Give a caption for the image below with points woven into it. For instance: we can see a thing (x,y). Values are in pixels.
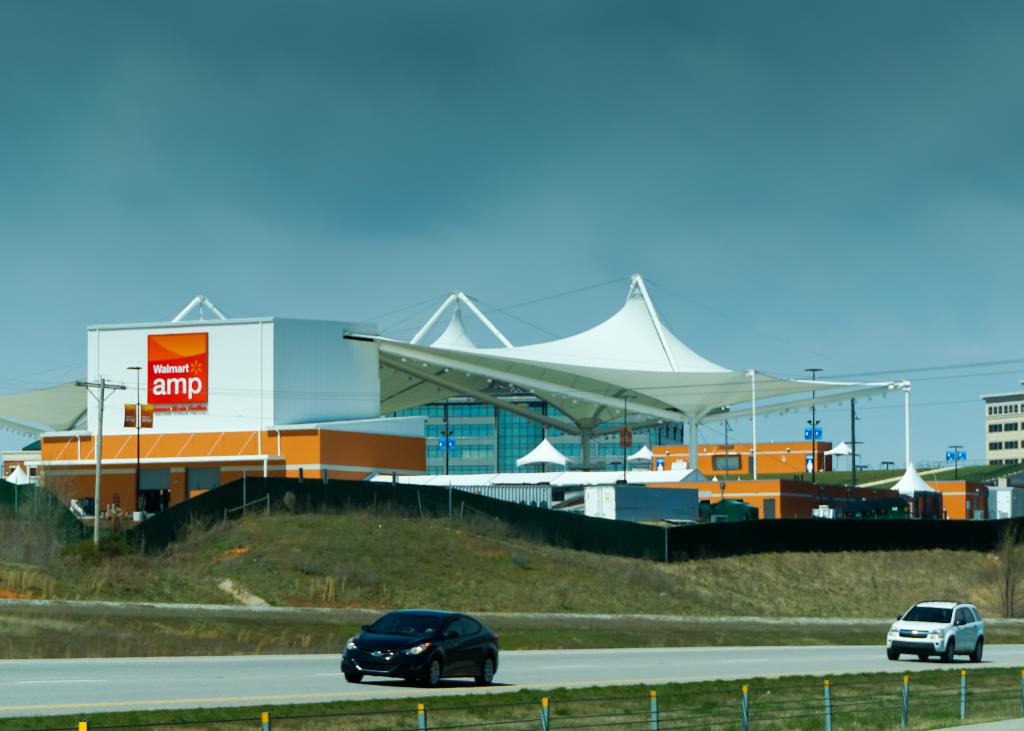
In the image we can see there are buildings (583,468). Here we can see the tent (618,350) and the poster (203,359). There is even an electric pole (99,410) with electric wires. There are vehicles (904,644) on the road (216,662). Here we can see grass (435,575), fence (782,699) and the trees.
